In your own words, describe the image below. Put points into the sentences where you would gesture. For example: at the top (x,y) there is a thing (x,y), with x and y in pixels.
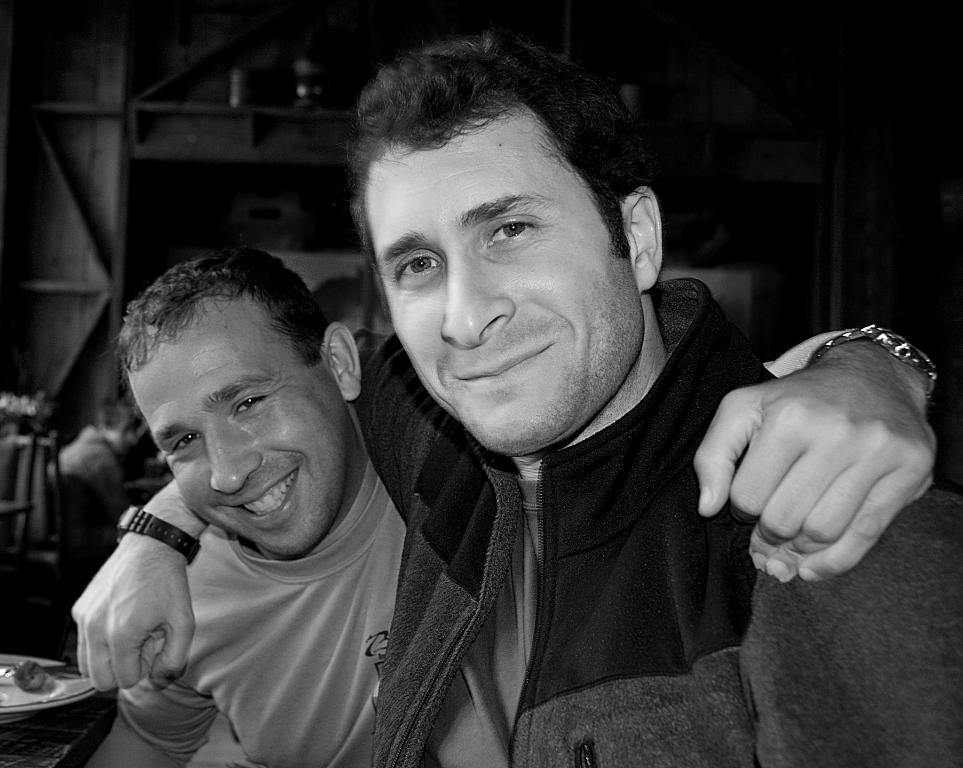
This is a black and white image. Here I can see two men (326,573) are smiling and giving pose for the picture. I can see the watches (919,360) to their hands (814,466). In the background (445,37) there is a wall (71,123) and I can see a person (92,459) is sitting on the chair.
